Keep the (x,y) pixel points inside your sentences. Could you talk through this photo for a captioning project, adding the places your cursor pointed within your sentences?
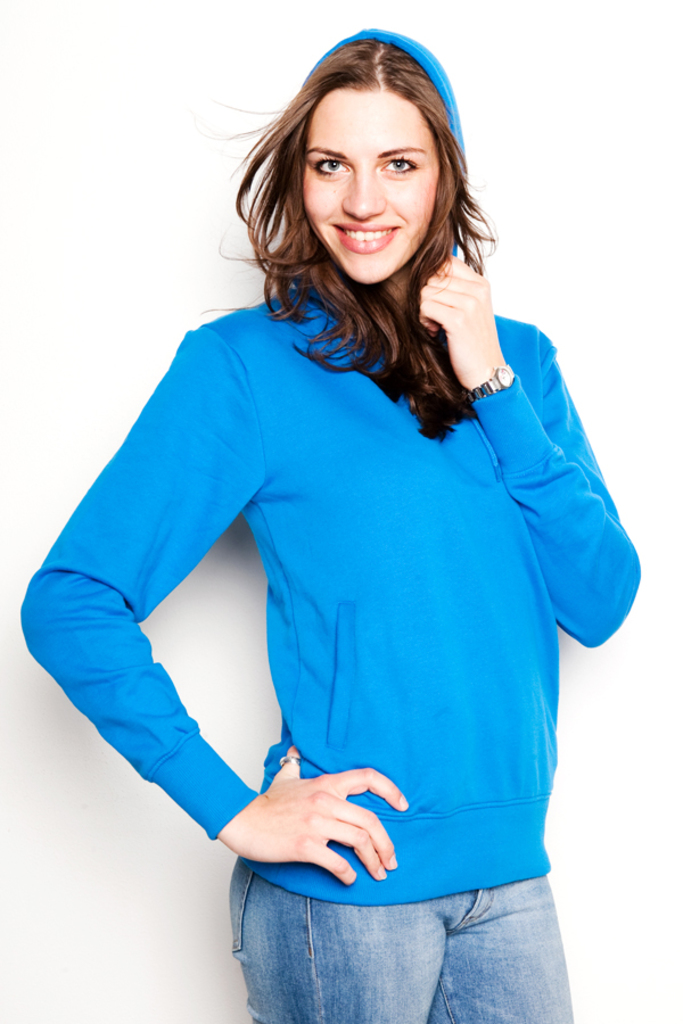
In this picture we can see a woman (326,924) wore a blue color sweater (296,483), watch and smiling and standing.
